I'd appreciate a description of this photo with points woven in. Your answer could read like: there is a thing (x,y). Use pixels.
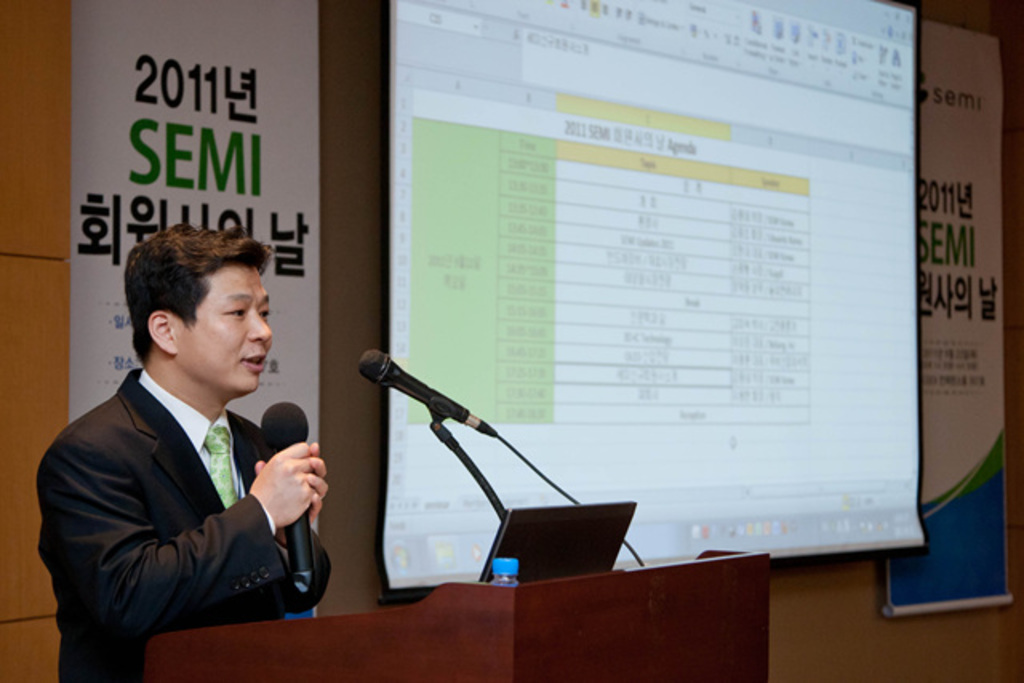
It is a seminar hall (402,445) a man (297,453) standing in front of the table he is giving the seminar there is a laptop (546,511) in front of him and also a bottle (514,566) to his right side there is a projector screen (907,403) and something is being displayed on the screen (699,97) to the right side (946,140) there is a banner (928,528) in the background (869,637) there is a wall (788,627).
